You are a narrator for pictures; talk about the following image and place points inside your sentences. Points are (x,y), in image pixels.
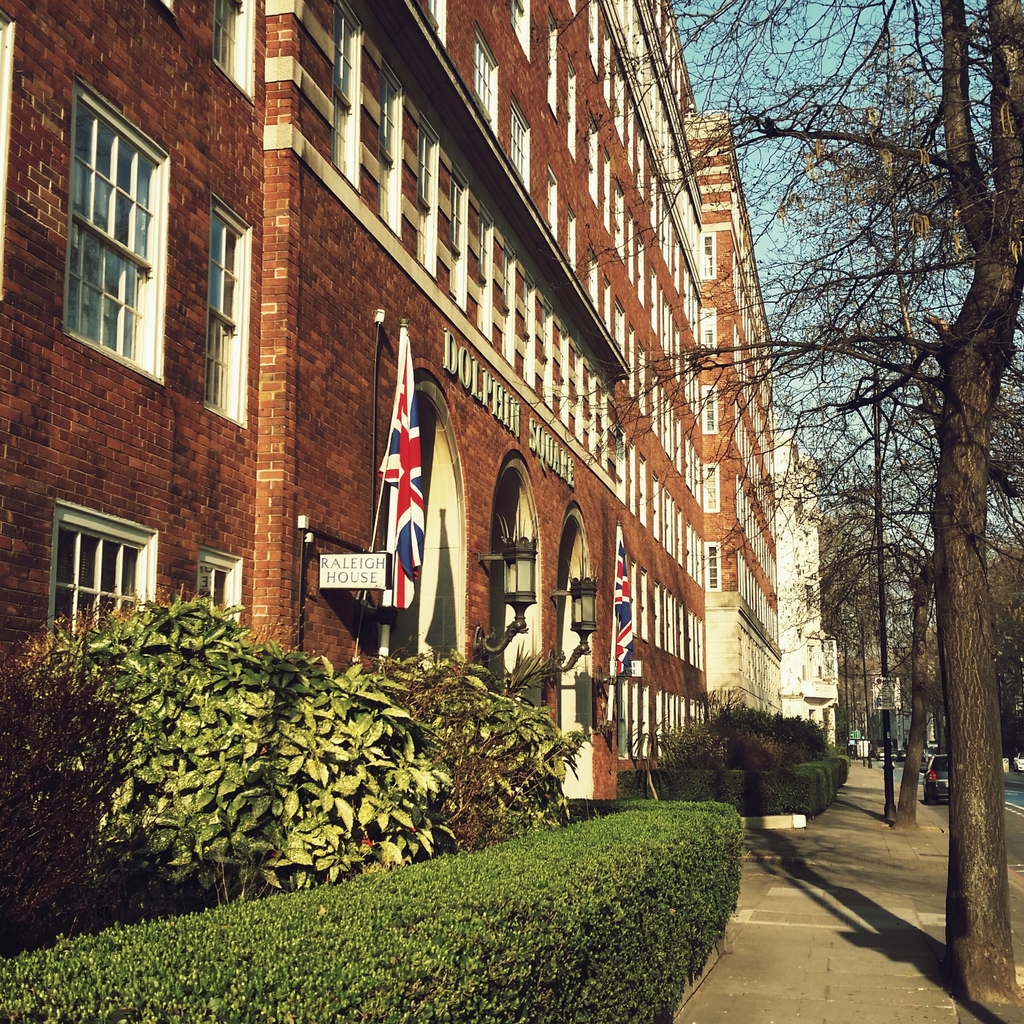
In this image we can see building (373,199) with windows (252,65), flags (396,572), trees (962,485), plants (448,869), vehicles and board (346,588).
